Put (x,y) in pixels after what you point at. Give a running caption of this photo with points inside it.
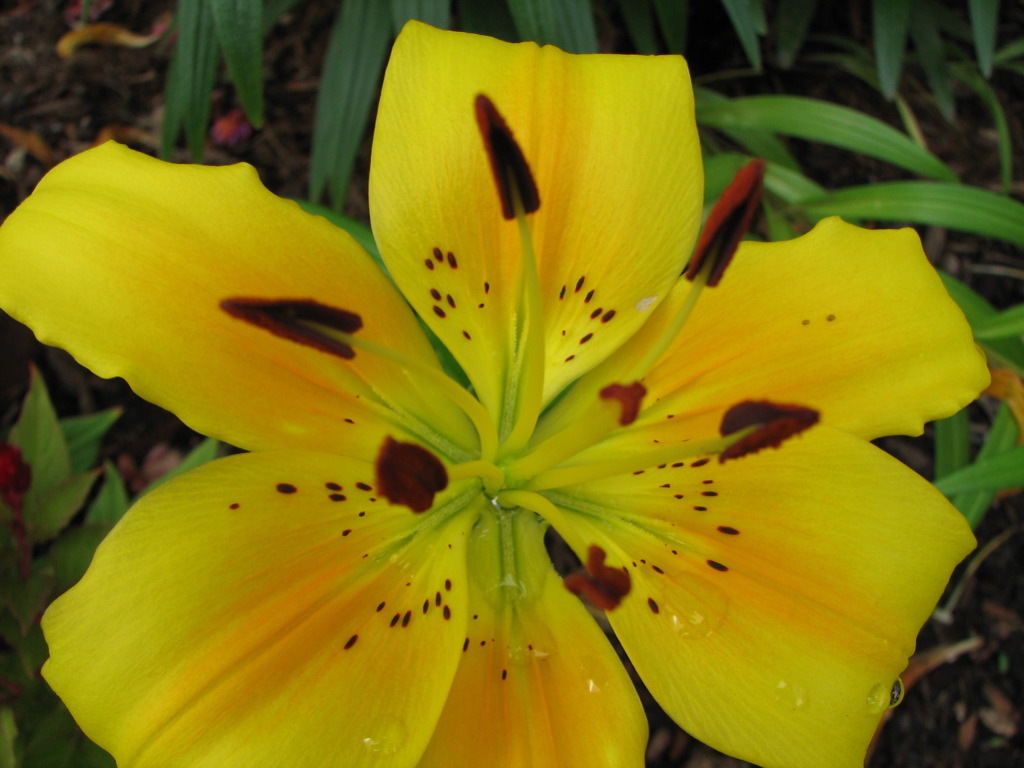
In this picture we can see a flower (408,766) and in the background (499,10) we can see leaves (930,189), soil (104,81).
